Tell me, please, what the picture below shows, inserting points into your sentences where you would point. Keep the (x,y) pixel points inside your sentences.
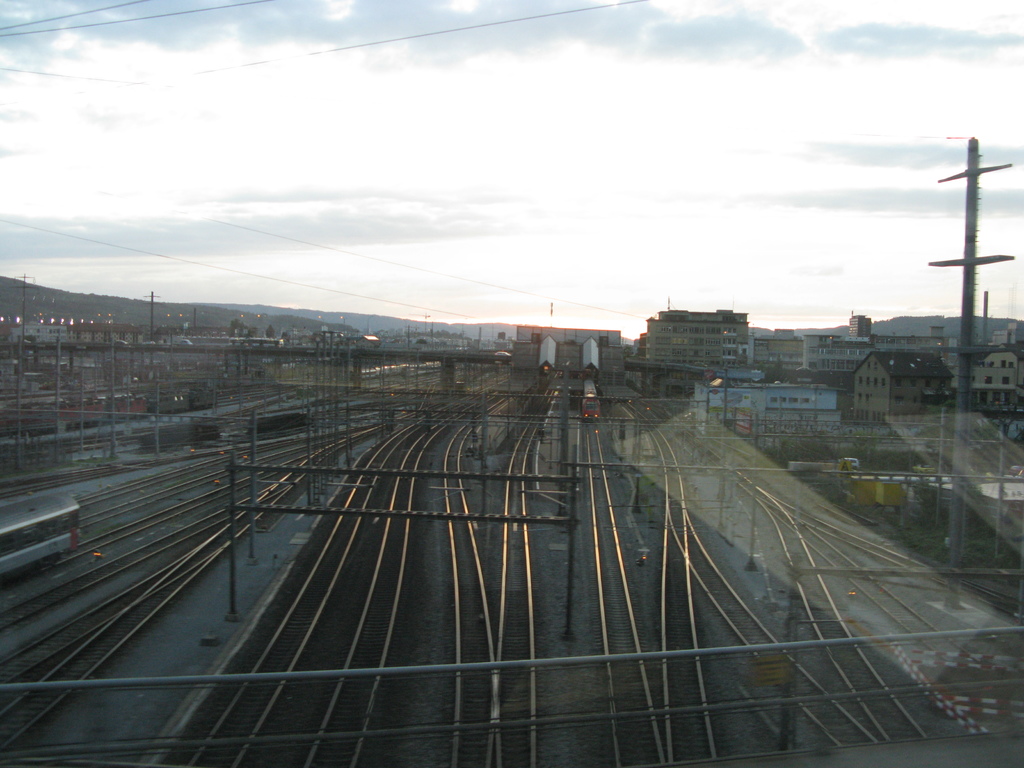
In the center of the image (432,343) we can see buildings (677,348), railway tracks (333,411), poles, lights (83,319), platform (707,494), ground (780,493), wires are there. At the top of the image (545,57) clouds (568,37) are present in the sky (166,246). On the left side of the image (23,558) a train (66,528) is there.
